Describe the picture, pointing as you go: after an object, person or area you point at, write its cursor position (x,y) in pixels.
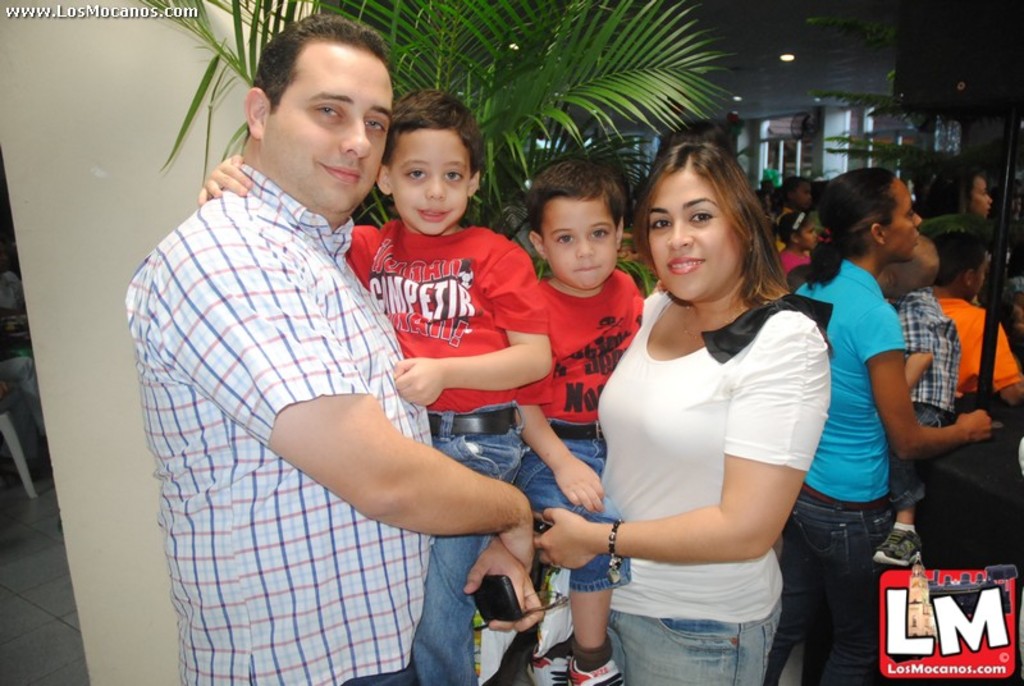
The picture is taken from some website there are few people (404,293) in the foreground (545,486) and they are posing for the photo and behind them there are some other people (837,177) and plants (526,130).
